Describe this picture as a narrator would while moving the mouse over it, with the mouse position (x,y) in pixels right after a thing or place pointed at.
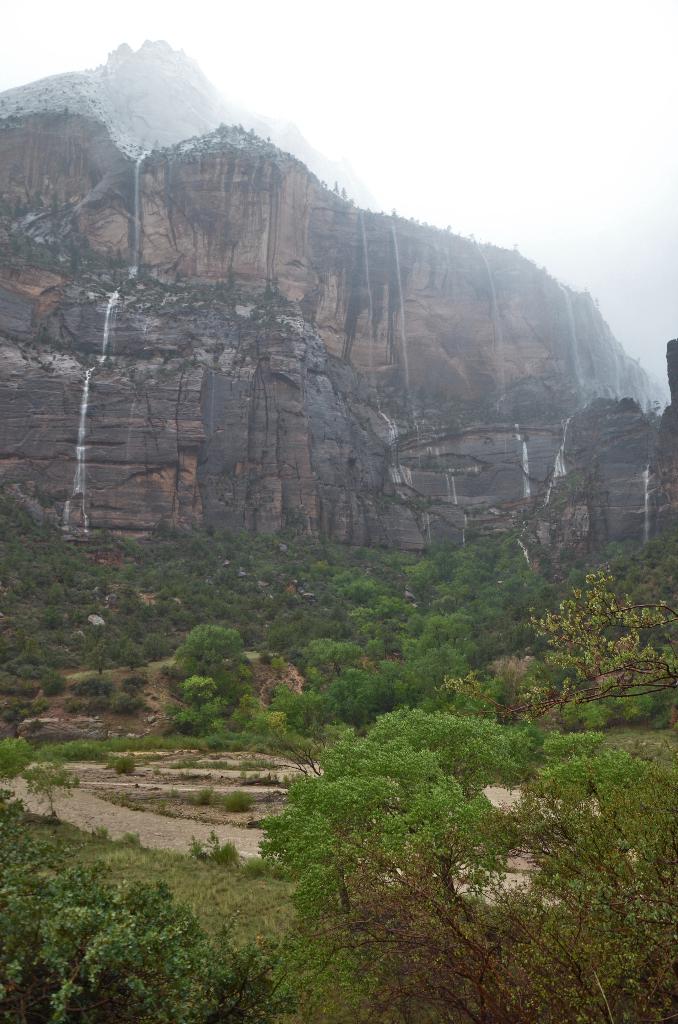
In this image, we can see a beautiful view where there are number of trees (419,702) at the bottom (542,745) and there is also a hill (301,185) and it is almost foggy.
